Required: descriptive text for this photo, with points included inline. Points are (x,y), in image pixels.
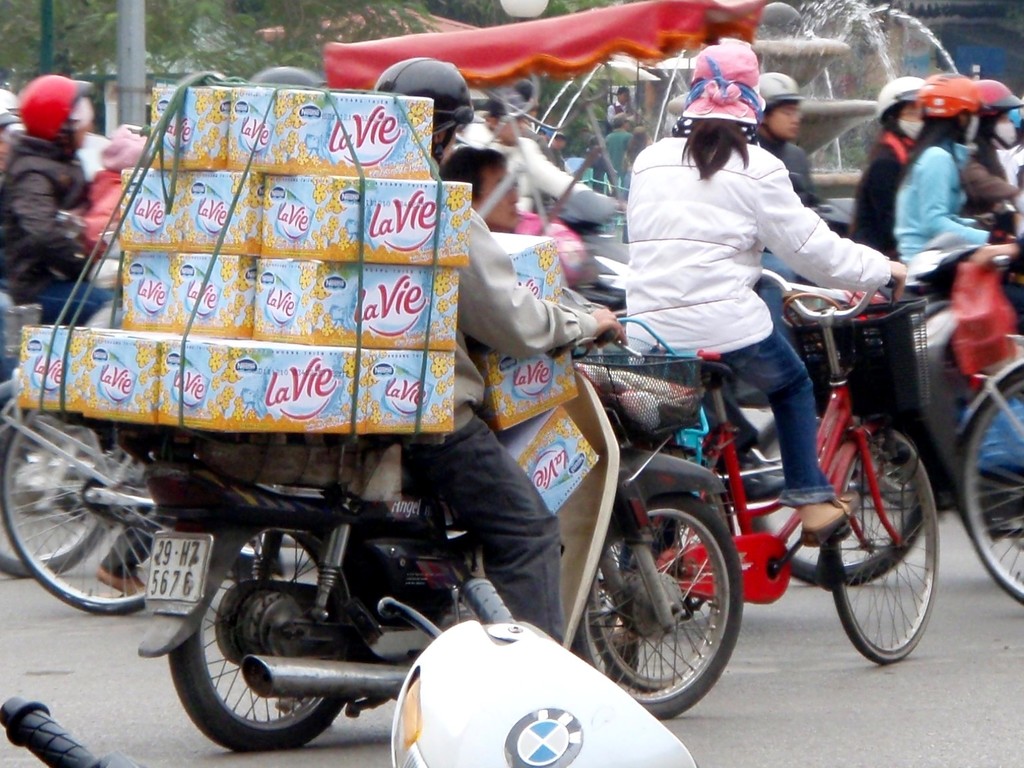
In this picture we can see a person (493,333) riding a motorcycle (624,466) with huge luggage (273,398), behind the motorcycle (601,446) there is a bicycle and a woman (767,363) riding it, in the background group of people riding motorbikes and bicycles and many of them are wearing helmets (785,95), we can see a water fountain (822,70) in the background (843,104) and also we can see trees (210,31) and one pole (141,53) in the background (137,54).
